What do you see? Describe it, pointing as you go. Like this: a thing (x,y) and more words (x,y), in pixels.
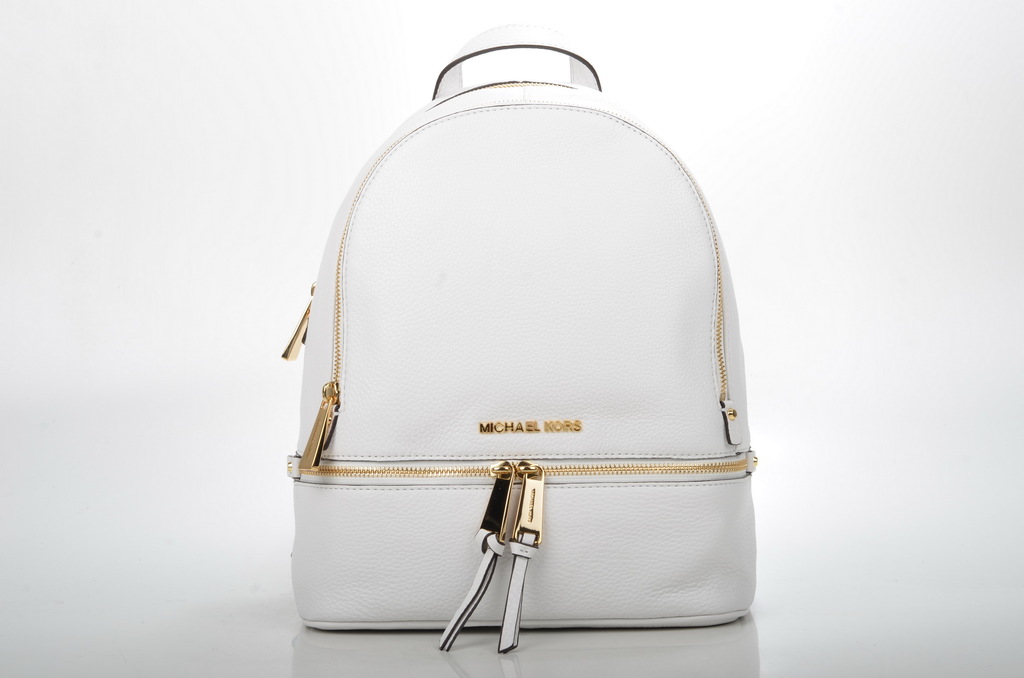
In this image i can see a white bag (479,284) with gold zips (342,471).
